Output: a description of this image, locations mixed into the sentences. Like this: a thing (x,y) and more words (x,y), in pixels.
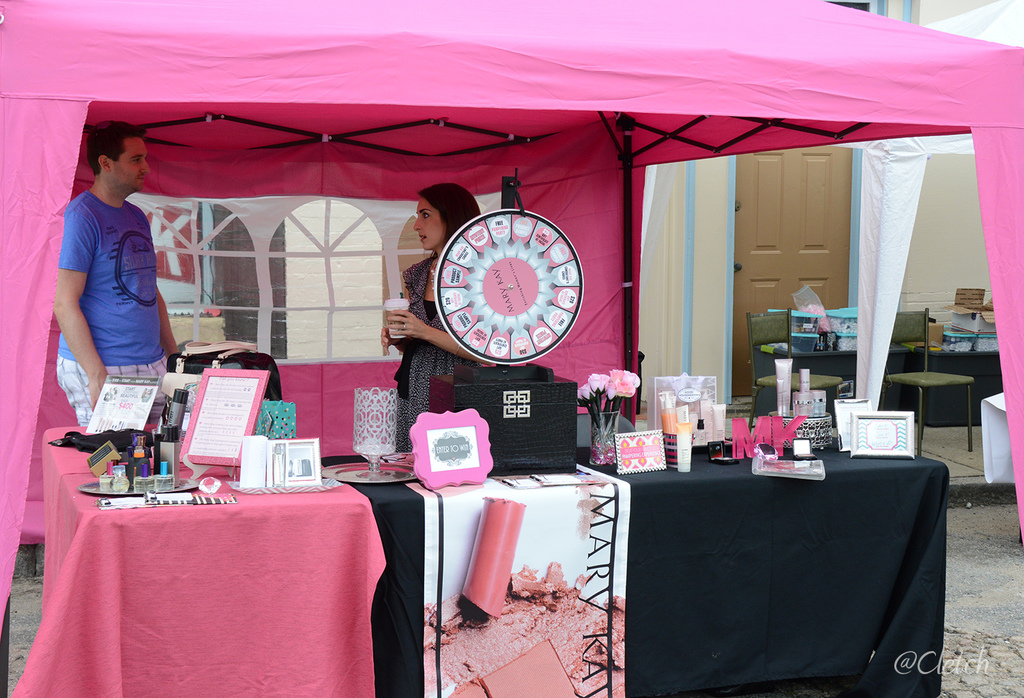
in this image we can see a man (142,307) and a woman (447,353) holding a glass (405,306) are standing. In the foreground (461,610) we can see group of frames (879,444), bottles (172,473), flowers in a vase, a wheel (439,286) on the box (565,418), some papers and a banner (609,530) with some text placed on the table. On the right side of the image (951,401) we can see some containers (972,342) on table (985,355), chairs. In the background (562,156), we can see some tents (604,119), poles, windows (303,241) and a door (815,202).
